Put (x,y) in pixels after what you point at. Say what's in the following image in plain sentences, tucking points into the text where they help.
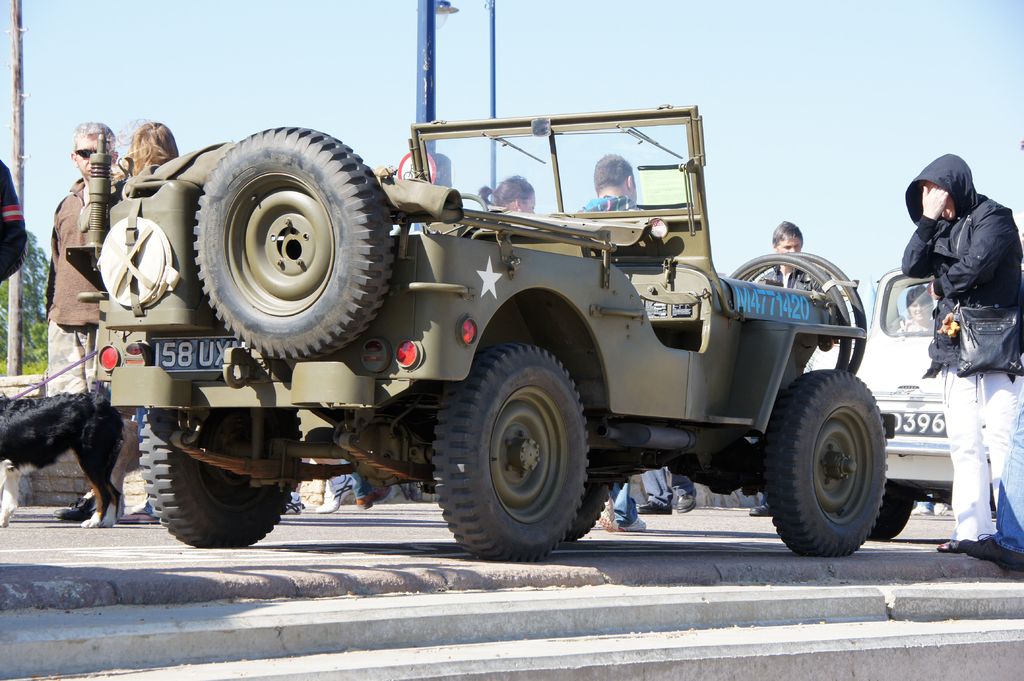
In this picture there is a brown color Jeep (287,455) parked in the front side of the footpath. Behind we can see a two person (76,349) walking with the black color dog (92,443).
